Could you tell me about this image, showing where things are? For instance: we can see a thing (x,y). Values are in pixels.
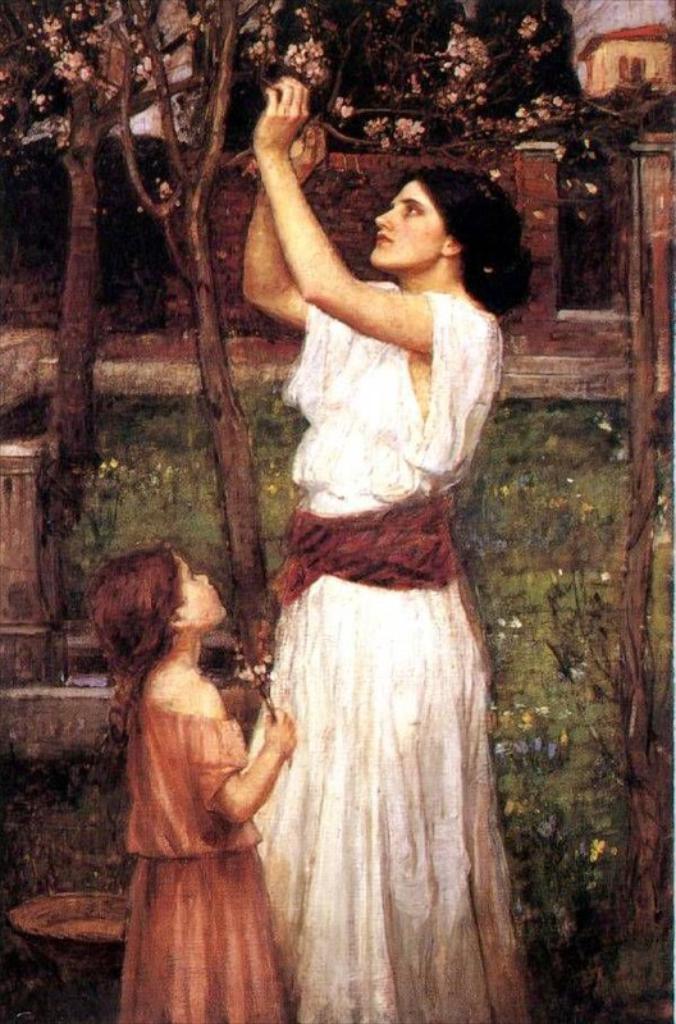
In the picture we can see a painting (380,850) of a woman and a girl child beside her and the woman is wearing a white dress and plucking some flowers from the tree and in the background (531,850) we can see a grass surface (540,850) and a wall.
